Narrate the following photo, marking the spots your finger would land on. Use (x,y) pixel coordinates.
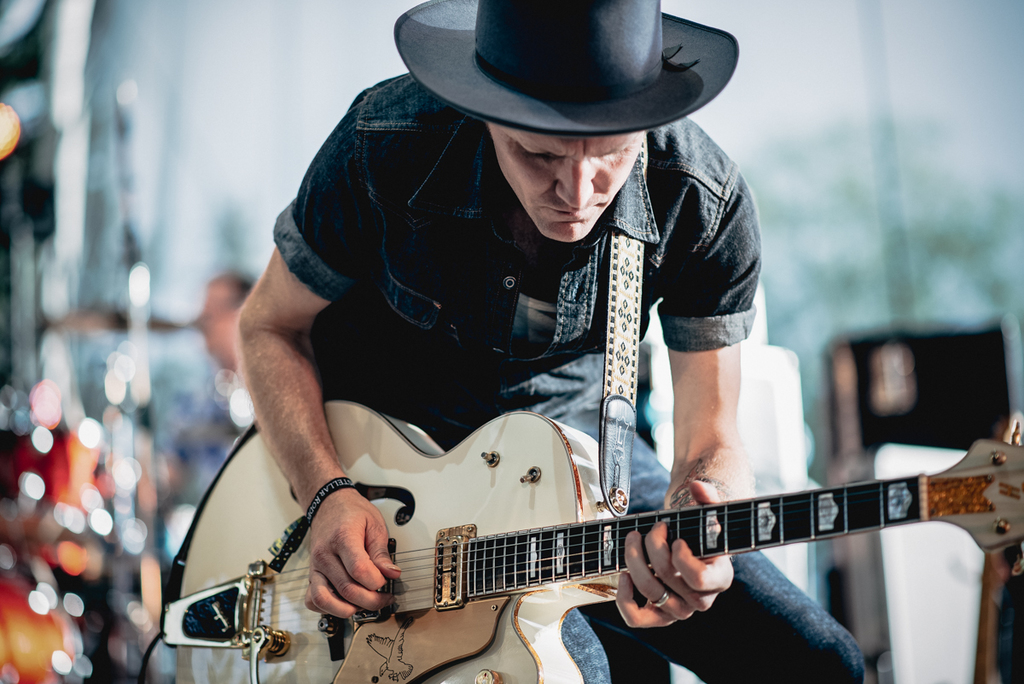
In this image there is a man (598,359) who is playing the guitar (536,465) with his hand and he has a hat (527,78) on his head (503,132).
